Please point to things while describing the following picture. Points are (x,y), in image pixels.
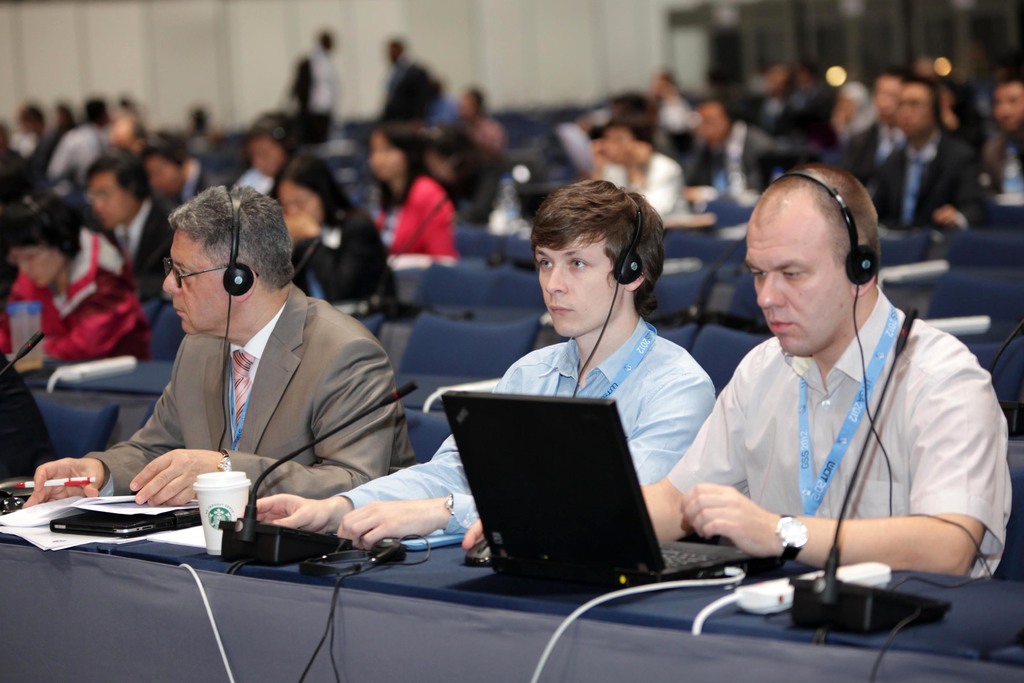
In the center of the image (650,377) we can see three people (730,485) are sitting on the chairs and they are wearing headphones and they are holding some objects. In front of them, we can see a table (546,587). On the table (503,582), we can see a laptop (566,556), microphones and a few other objects (740,592). In the background (447,216) there is a wall (573,96), chairs (467,282), few people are standing and a few people (493,133) are sitting.
